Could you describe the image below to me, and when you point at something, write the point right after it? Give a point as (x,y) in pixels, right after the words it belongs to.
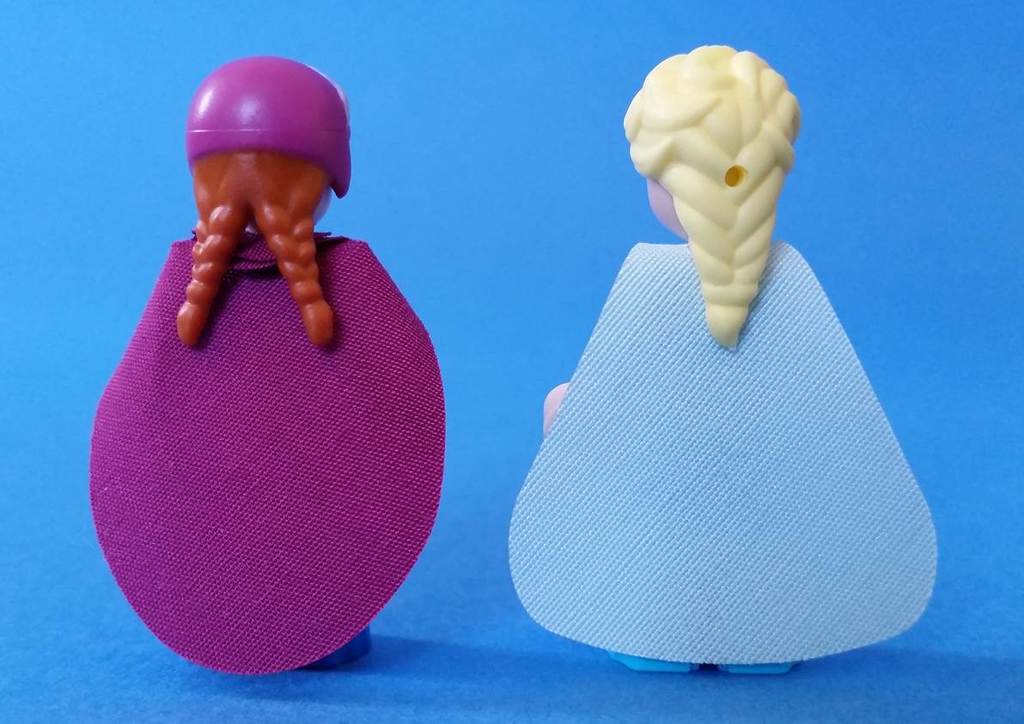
This picture describe about two small girl toy (283,200) made up of plastic material (268,210) with blue, purple color fabric (221,606).
